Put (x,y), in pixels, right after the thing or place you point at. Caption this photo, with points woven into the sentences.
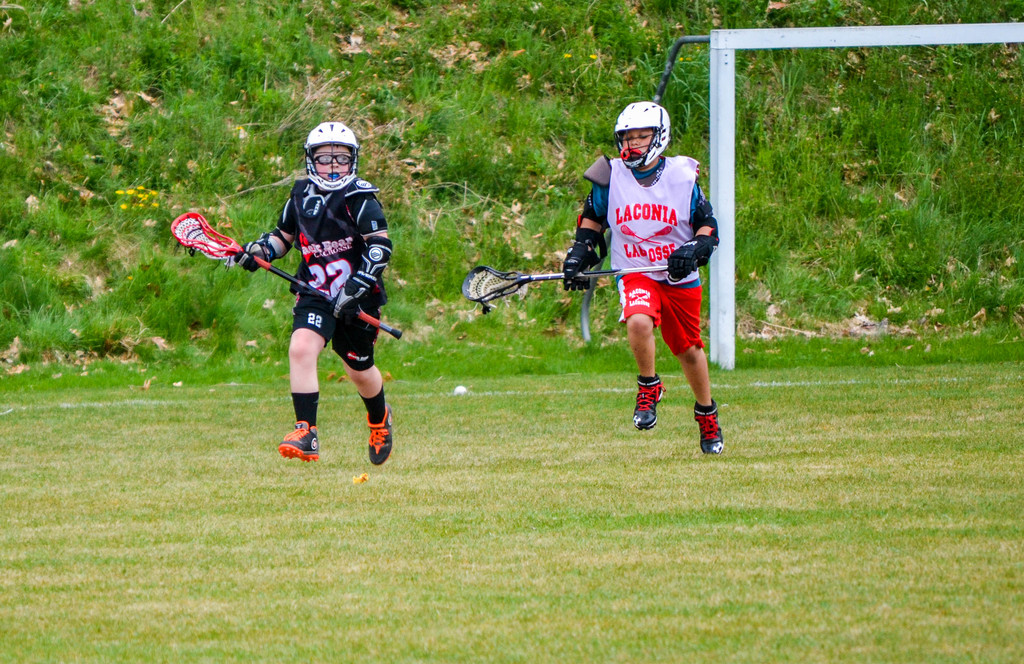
In the picture I can see two kids (664,294) are running on the ground (177,495) and holding some objects (552,275) in hands (362,307). These kids (362,307) are wearing helmets (630,148), shoes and some other objects (299,395). In the background (533,359) I can see the grass (590,345), poles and plants (485,174).
